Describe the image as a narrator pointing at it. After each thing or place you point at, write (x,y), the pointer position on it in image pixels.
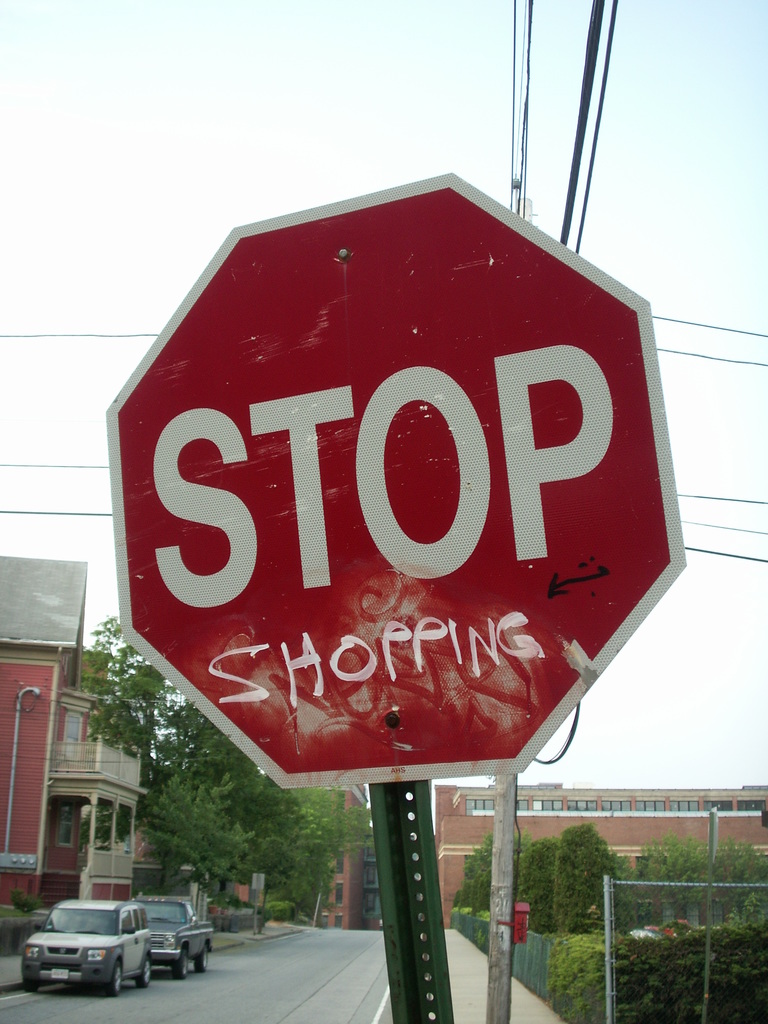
In this image I can see a red color signboard (319,564), pole (432,997), wires (512,203), net fencing (684,987), trees (233,783), vehicles (118,990), few buildings (67,881). The sky (167,246) is in white and blue color.
